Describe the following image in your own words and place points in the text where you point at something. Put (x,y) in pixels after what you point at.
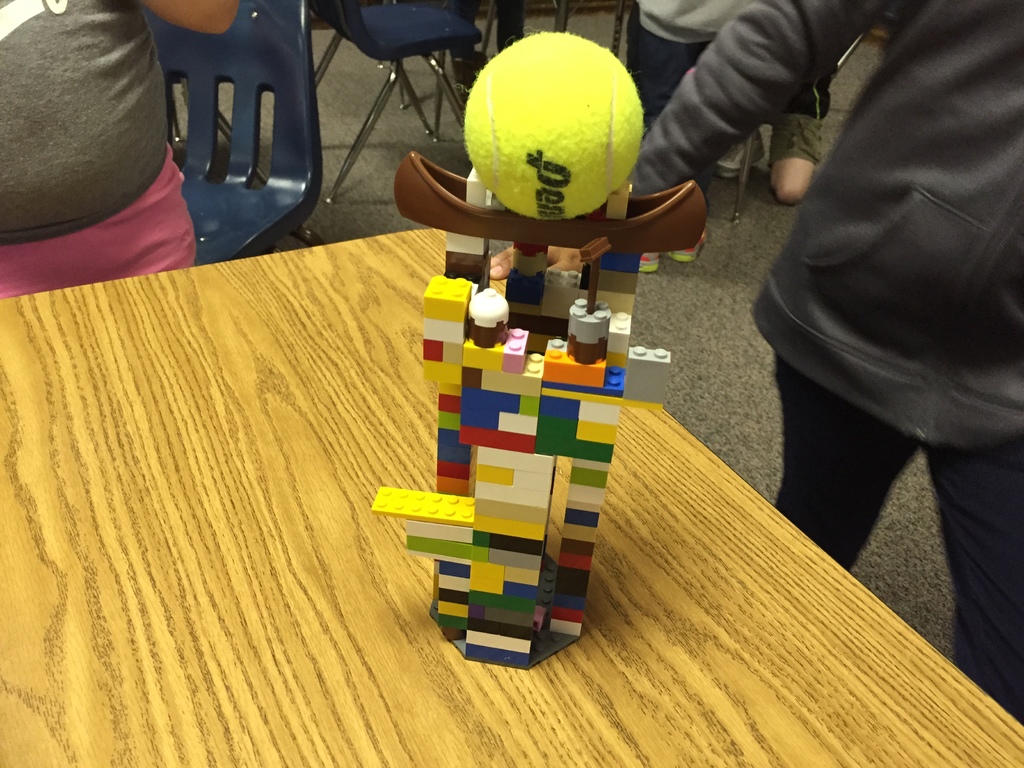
In this image I can see a wooden table (277,562) and on it I can see a structure (492,527) which is made up of lego (581,429). I can see a yellow colored ball (563,172) on the lego structure (542,447). I can see few persons (909,195) and few chairs (302,68) in the background (305,84).
